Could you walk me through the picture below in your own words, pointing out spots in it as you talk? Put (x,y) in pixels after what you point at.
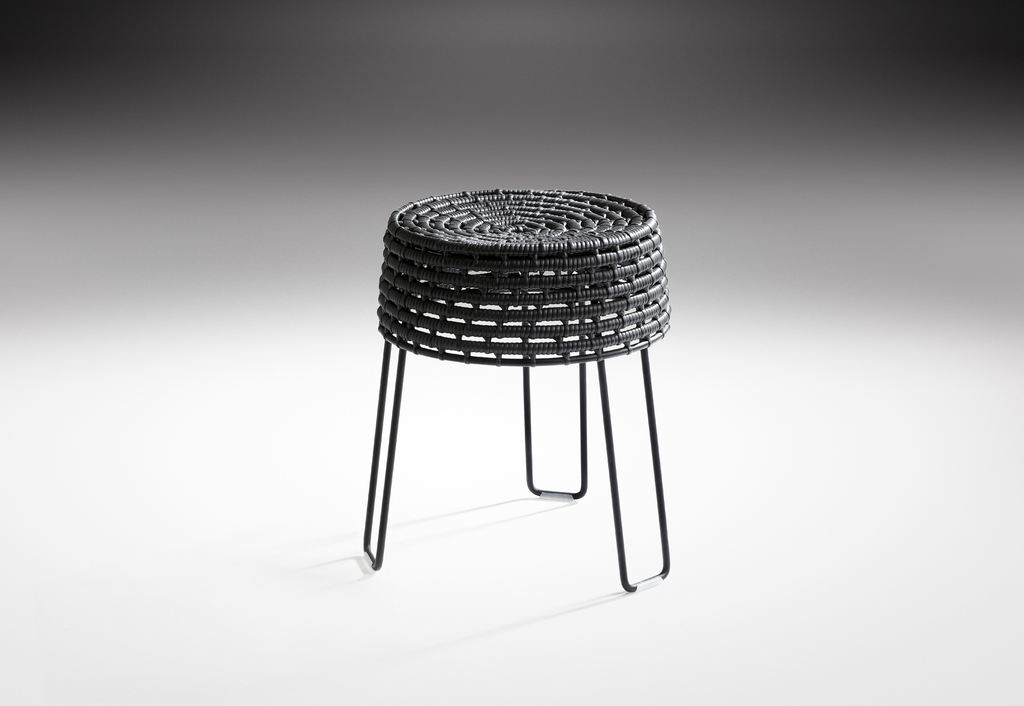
This picture seems to be clicked inside. In the center (627,268) there is black color stool (524,339) placed on a white color object (631,543) seems to be the ground (2,592).
